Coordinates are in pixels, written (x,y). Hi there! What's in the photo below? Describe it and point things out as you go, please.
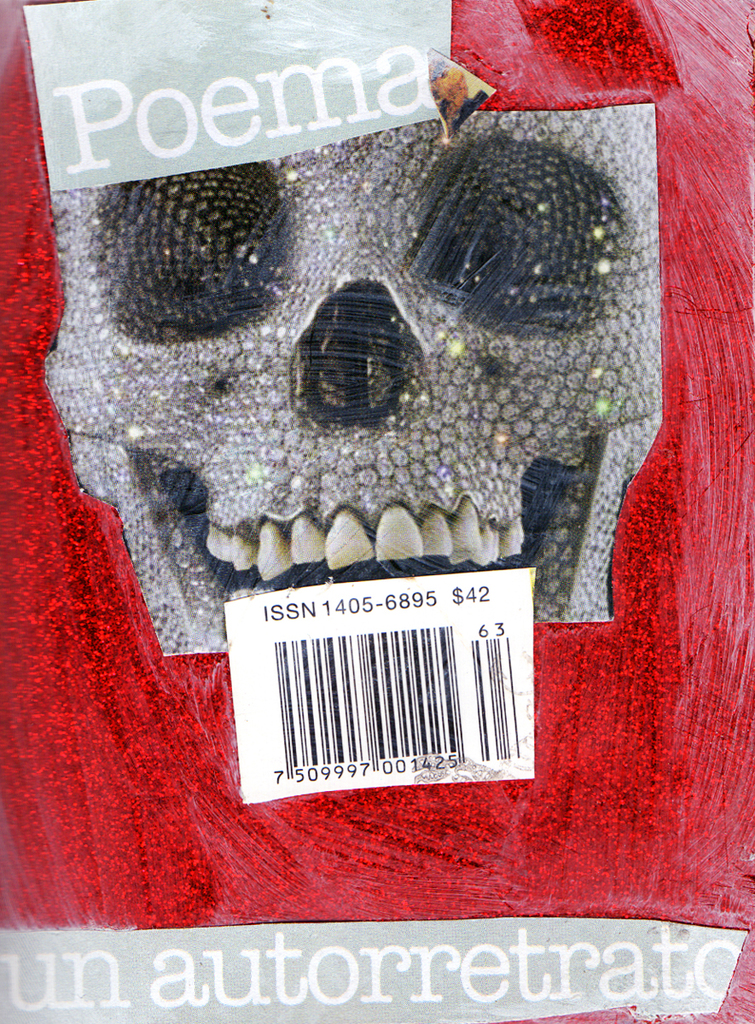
This is a zoomed in picture. In the center (325,431) there is a skull (178,178) of a person (188,563) and we can see the teeth (354,549) and there is a bar code (359,688) and the text (401,971) on the image. In the background (673,476) there is a red color object (579,729).
